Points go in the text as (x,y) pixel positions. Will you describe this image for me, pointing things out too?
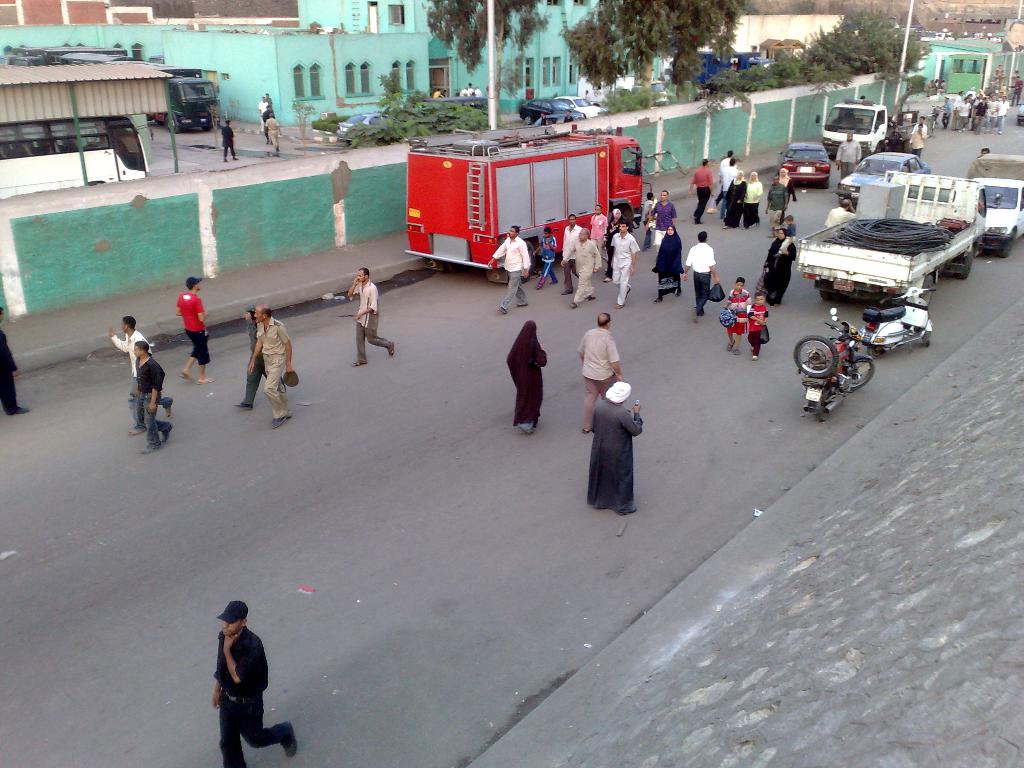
In this picture we can see there are groups of people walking and a person (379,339) is standing on the road (402,474). On the road (478,338) there are motorbikes (856,335), a fire engine (559,187) and some vehicles (803,156). Behind the vehicles (869,119) there is a wall (359,212), trees (607,31), buildings (352,67) and some other vehicles (196,101) are parked. On the left side of the image (130,114) there is a shed (118,104).
